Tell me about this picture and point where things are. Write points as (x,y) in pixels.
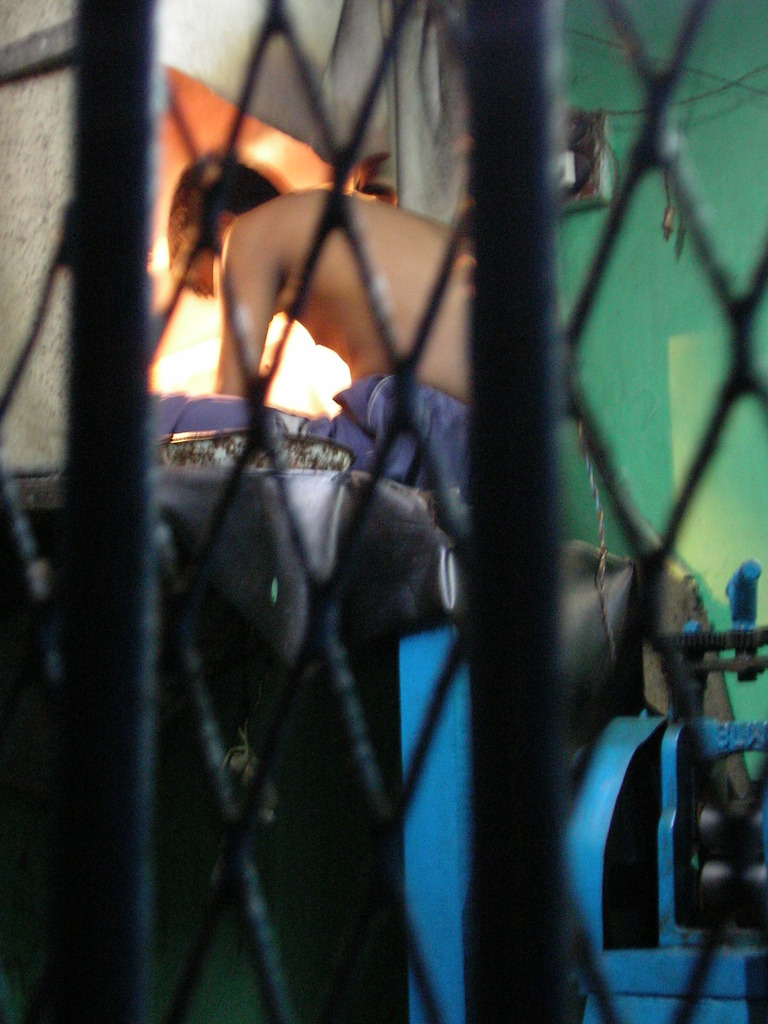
In this picture we can see a person (307,211) sitting, rods (498,462), machine (731,648), box (592,149) and some objects (592,132) and in the background (662,483) we can see the wall (696,435).
